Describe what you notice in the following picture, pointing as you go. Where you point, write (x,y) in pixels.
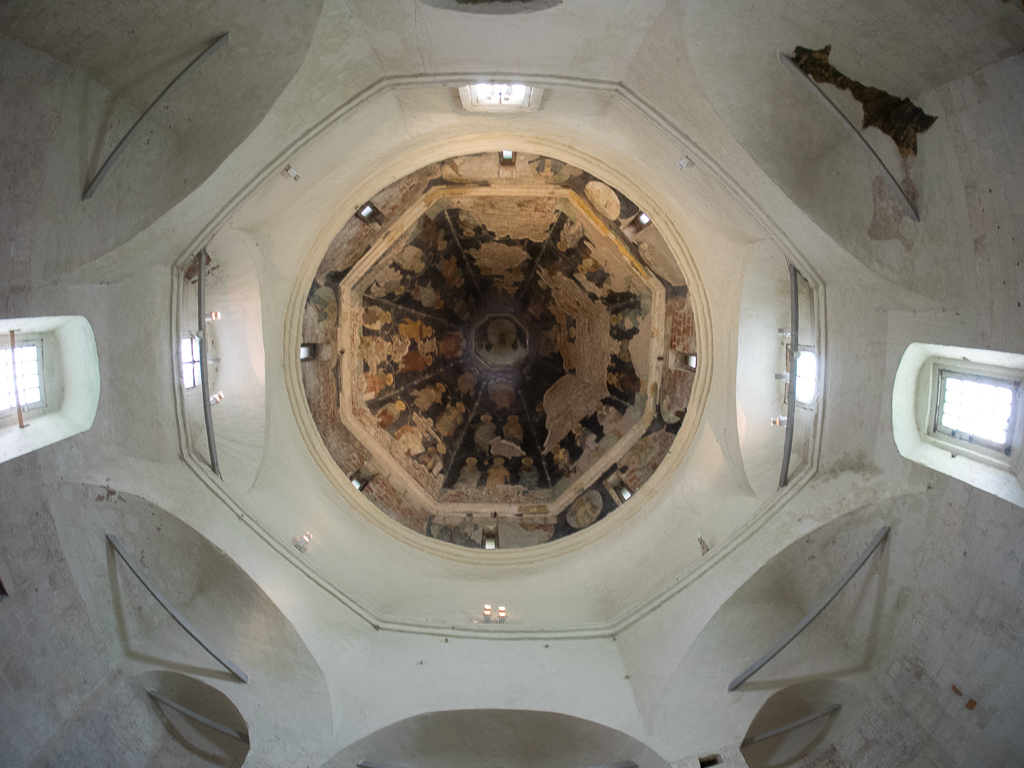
In the picture there is a ceiling (336,446) of a building (336,448), the image is captured from the ground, there are two windows (928,416) on the either side of the building (609,423).
